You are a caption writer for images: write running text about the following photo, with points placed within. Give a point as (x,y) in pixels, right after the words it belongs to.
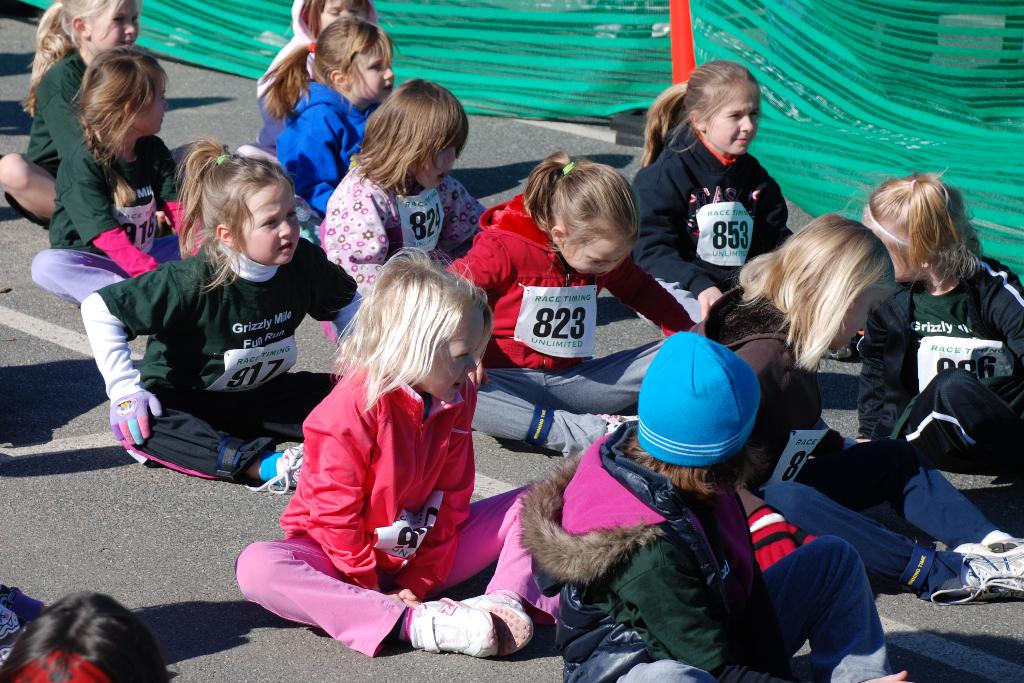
On the right side of the picture (874,84) we can see green color cloth (945,83). In this picture we can see children (599,165) sitting on the road (231,122). We can see sticky notes (561,308) with number digits (557,327) on their dresses (531,357).
